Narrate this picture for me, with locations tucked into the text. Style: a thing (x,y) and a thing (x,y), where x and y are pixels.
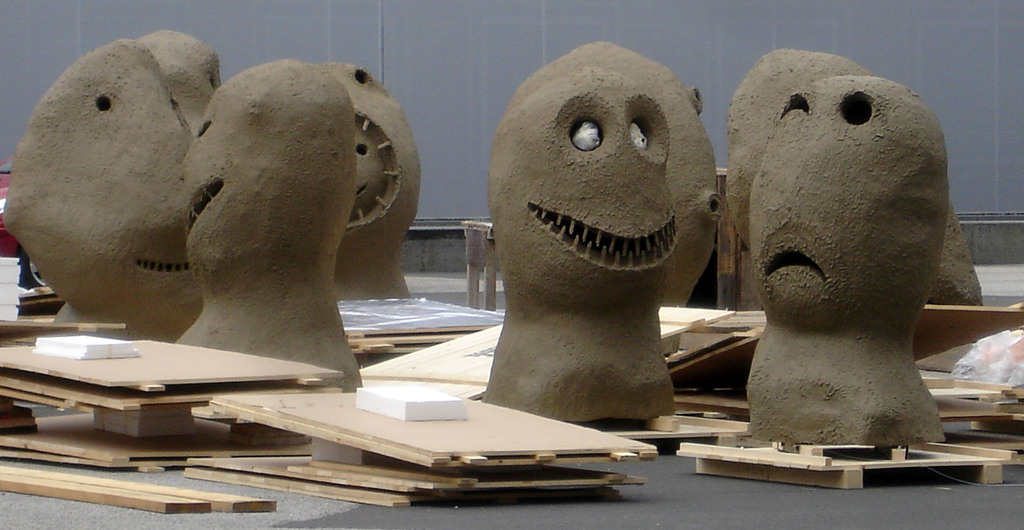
In the foreground of this image (599,274), there are mud sculptures (286,228) and few wooden planks (360,433). In the background (751,22), it seems like a wall (586,4). We can also see few white color objects (99,345) and a cover (968,363) on the right (972,366).
